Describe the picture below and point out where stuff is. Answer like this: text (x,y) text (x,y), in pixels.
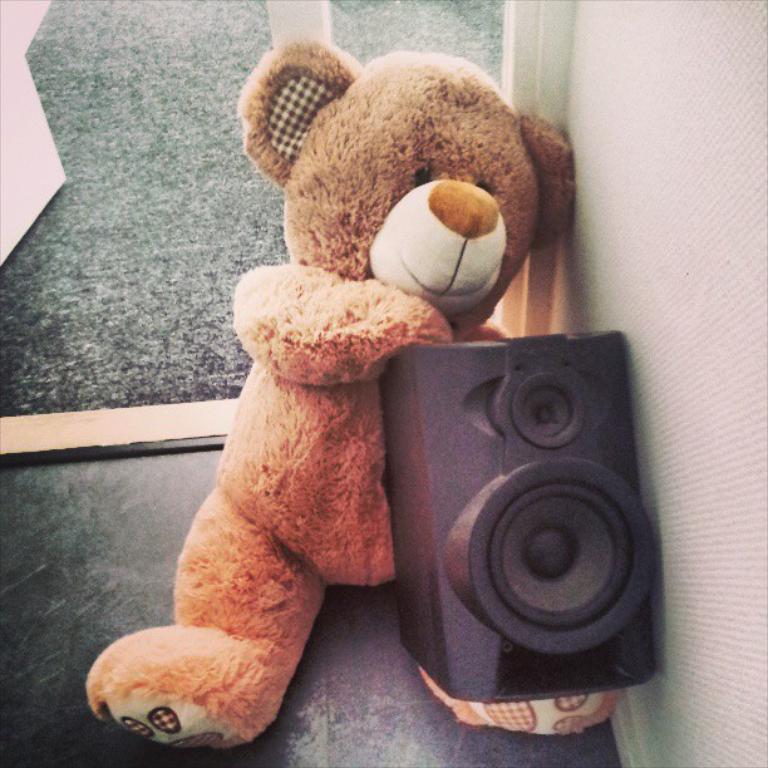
In this image we can see a teddy bear (317,326), speaker (497,695). At the bottom of the image (339,738) there is floor (106,563). To the right side of the image (655,184) there is wall (703,299).
